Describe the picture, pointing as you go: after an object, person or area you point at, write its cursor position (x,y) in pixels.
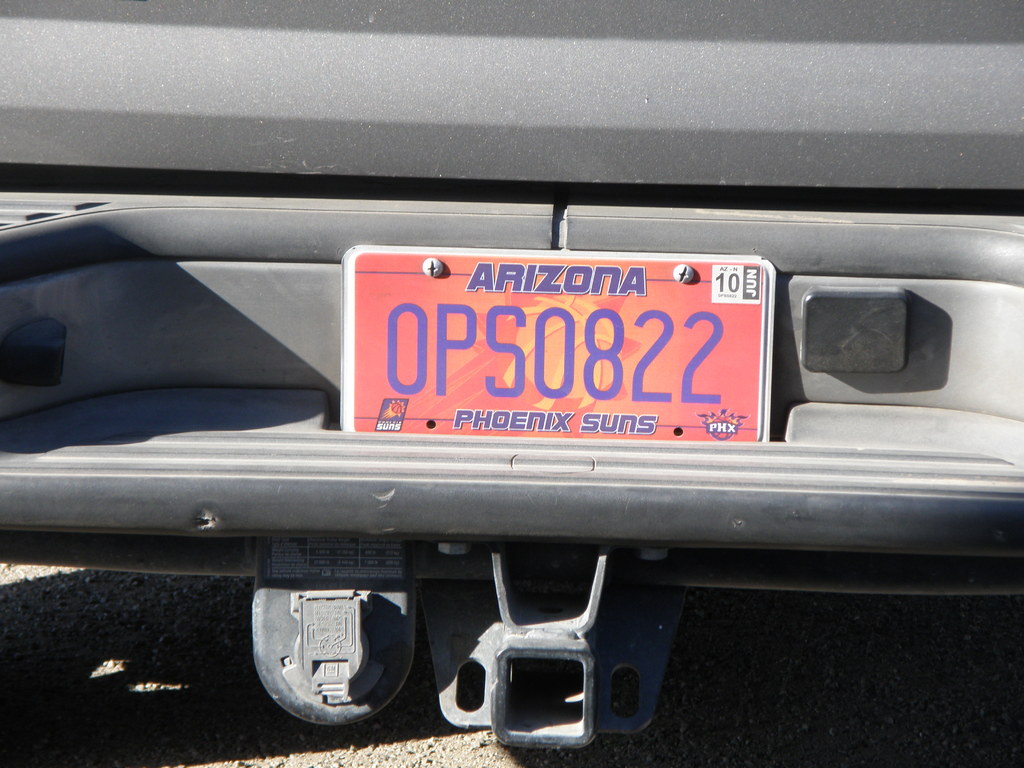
In this image I can see an ash color object (376,115) and red and orange color board (458,345) is attached to it and something is written on it.
